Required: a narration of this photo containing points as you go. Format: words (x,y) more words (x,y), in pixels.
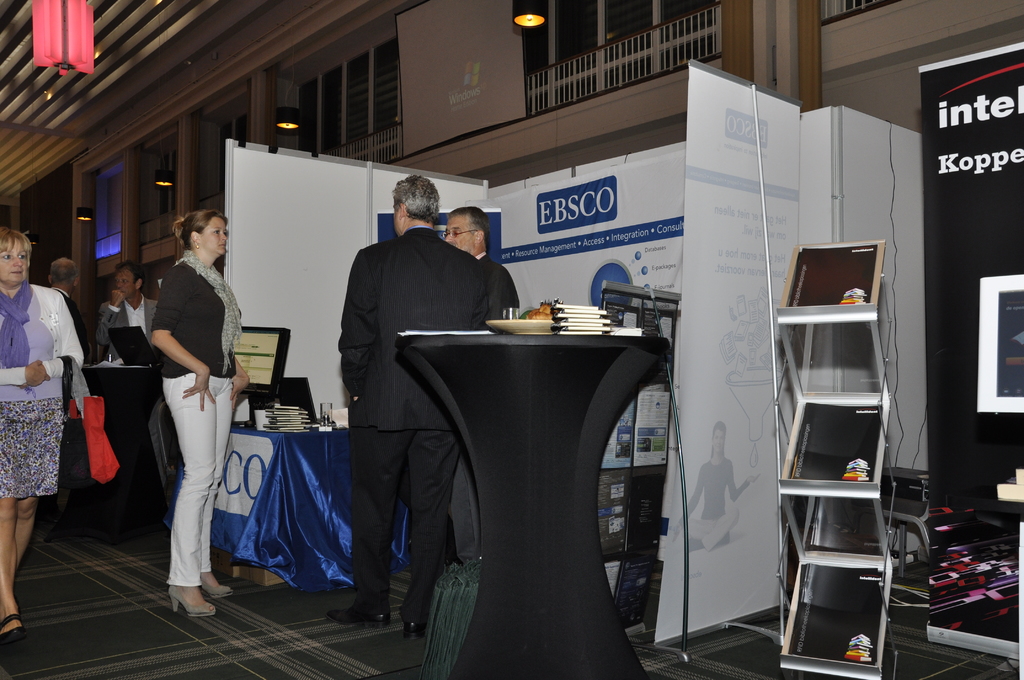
In the picture we can see an exhibition hall (13,109) in that we can see some people (176,512) standing near the desk (604,565), on the desk (613,361), we can see some plate (507,327), books (564,326), and near to it, we can see another table (279,492) on it, we can see a computer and a glass (322,418) and the table (313,458) is with table cloth (306,490) which is blue in color, in the background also we can see some people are standing near the desk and some are walking and to the ceiling (50,93) we can see a light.
